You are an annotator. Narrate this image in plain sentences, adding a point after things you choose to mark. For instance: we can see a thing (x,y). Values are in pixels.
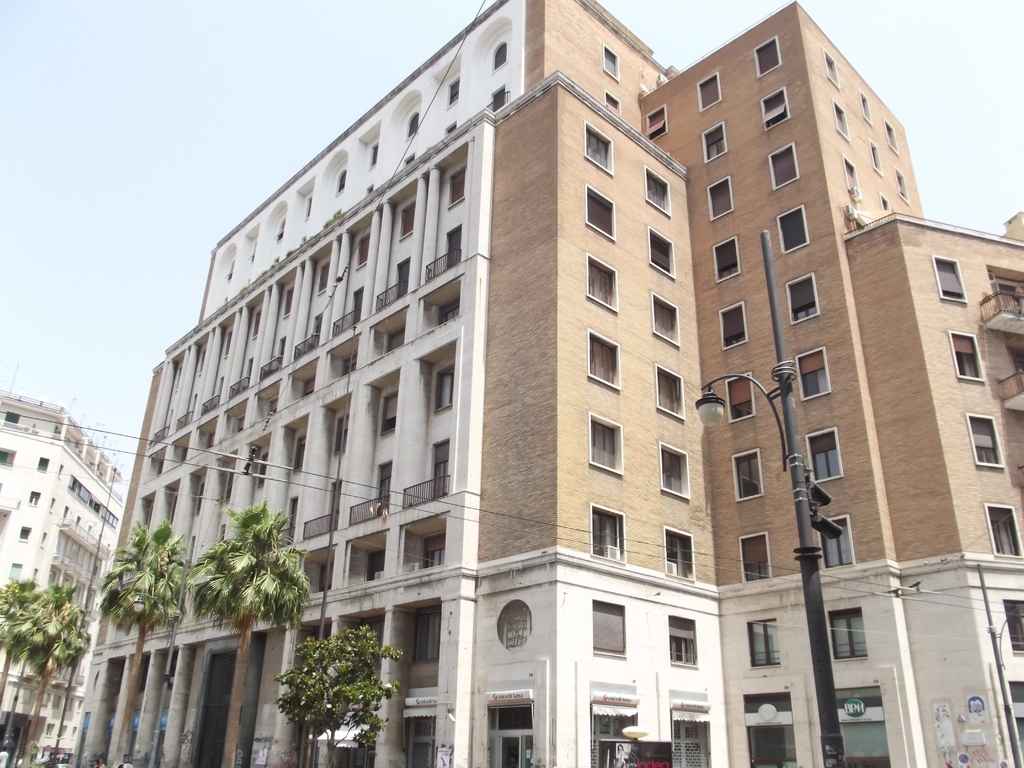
In this picture I can observe buildings (297,357). On the right side (784,381) I can observe pole (790,462). In front of the buildings (269,662) I can observe trees (139,564). In the background (175,147) I can observe sky (181,107).
